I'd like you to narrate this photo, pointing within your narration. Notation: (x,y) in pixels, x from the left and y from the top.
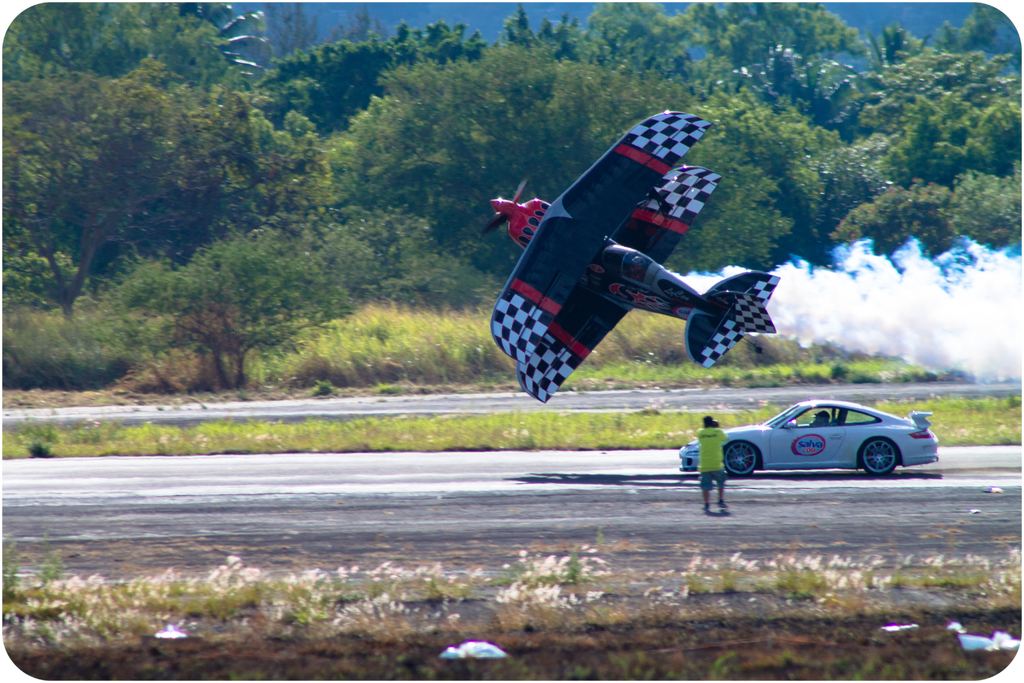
This picture is clicked outside and seems to be an edited image. In the center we can see a person (710,440) seems to be walking on the ground (786,506) and we can see a car (825,457) seems to be running on the ground (882,498). At the top (552,227) there is an object (624,174) in the air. In the background (514,79) we can see the trees (413,96), plants (398,269), green grass (383,363) and the smoke (876,310).
